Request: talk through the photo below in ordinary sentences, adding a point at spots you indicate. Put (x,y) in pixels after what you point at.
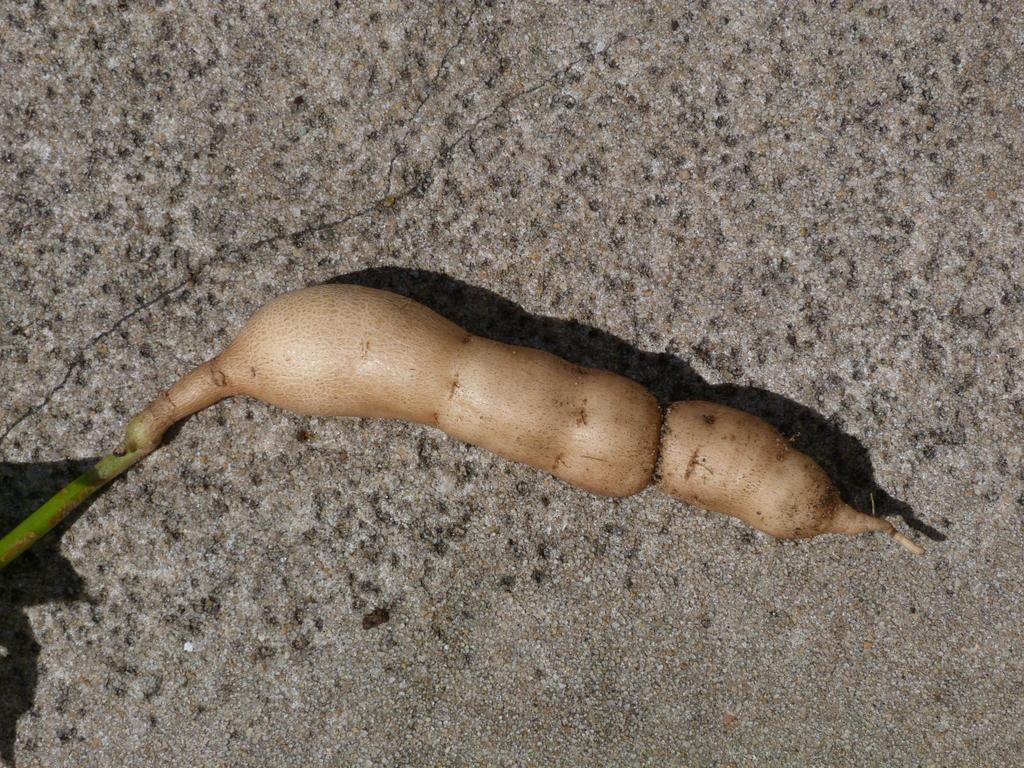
In the foreground (507,415) I can see a vegetable (493,426) on the ground (462,238). This image is taken may be during a day.
